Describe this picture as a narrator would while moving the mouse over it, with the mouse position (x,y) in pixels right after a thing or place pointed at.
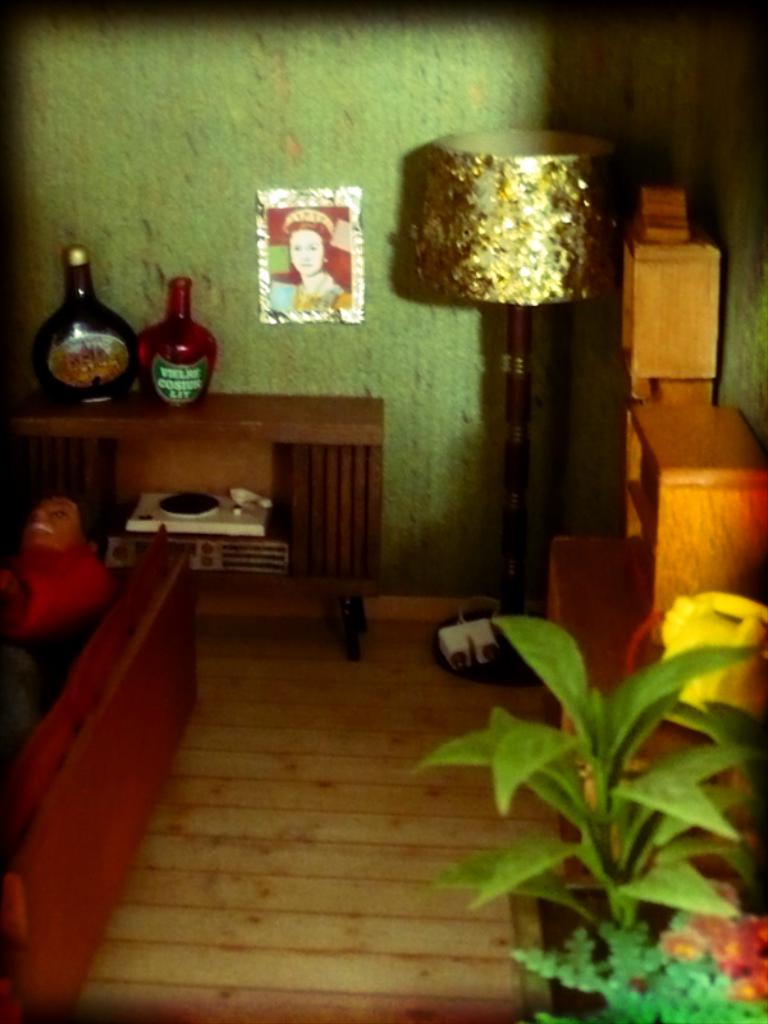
On the left bottom of this picture (100,708), we see a man (67,600) lying on the sofa (89,670). Behind him, we see table (346,483) on which two bottles (203,358) are placed. On the right bottom of this picture (588,826), we see plant (595,763). Behind that we see a table (679,552) or a cupboard (699,417). On background (468,288), we see a lamp (484,223) and beside the lamp (487,250) we see photo frame (324,236) which is on the wall (370,223).
